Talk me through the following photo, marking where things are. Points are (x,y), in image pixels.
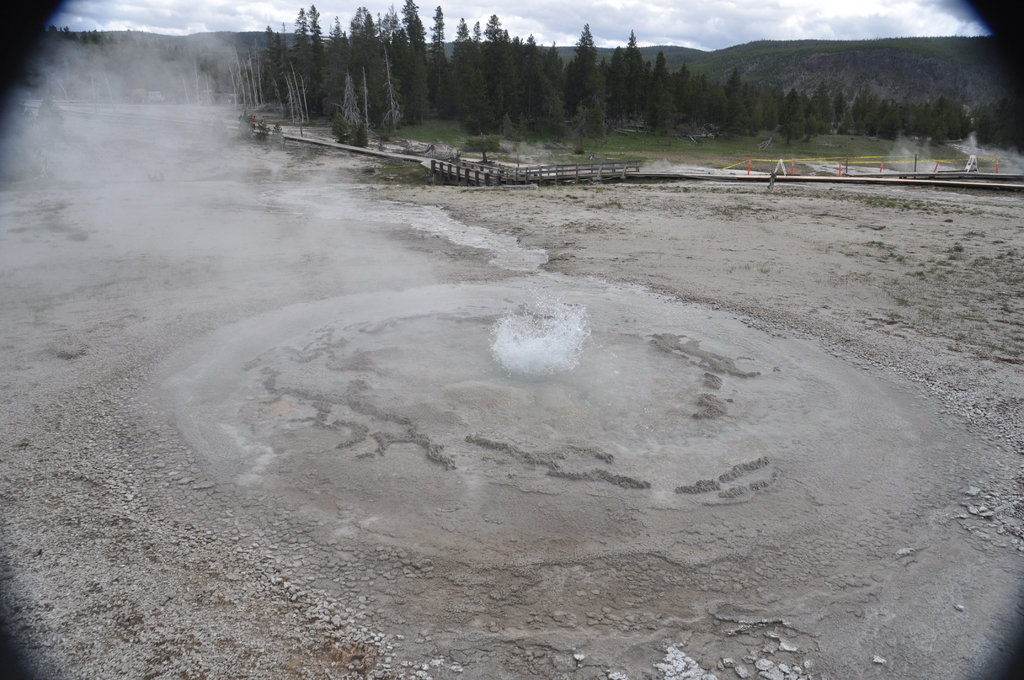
In this image there is a soil ground (91,459) in the bottom of this image (527,518) and there are some trees (478,127) in the background (849,118). There is a sky (636,18) on the top of this image (636,18).
